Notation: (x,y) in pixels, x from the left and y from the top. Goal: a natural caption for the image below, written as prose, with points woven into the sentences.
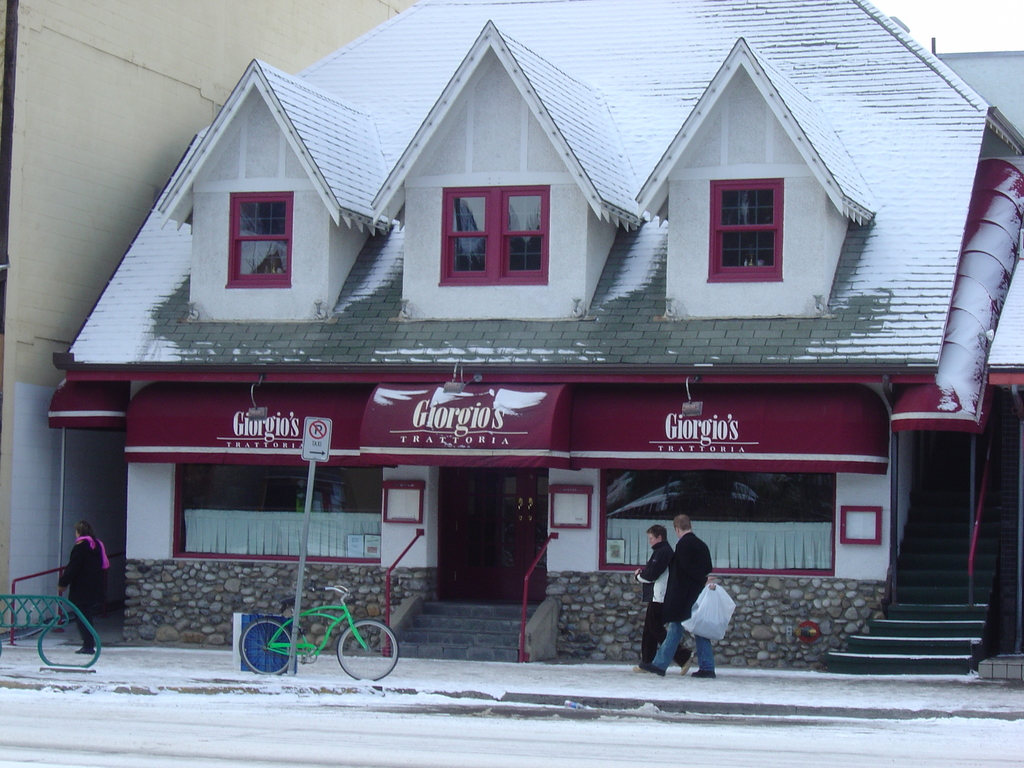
In this image we can see a building (229,421). On the building (461,402) we can see some text (460,418). In front of the building (371,614) we can see the persons (648,596), a bicycle (315,636), a pole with a board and the snow (375,697). On the left side (40,354), we can see a wall (70,122). In the top right (970,23), we can see the sky (912,20).
